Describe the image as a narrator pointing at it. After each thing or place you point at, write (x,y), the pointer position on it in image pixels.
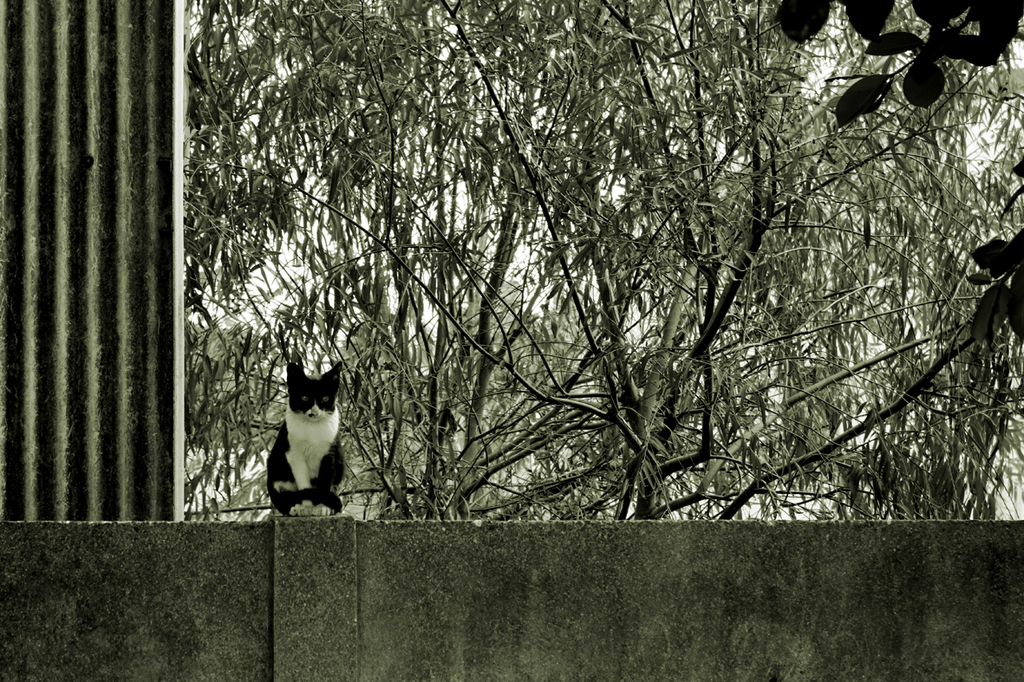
In this image there is a cat (287,502) sitting on the wall (294,538). Behind the wall (556,529) there are few trees (771,223) having few branches (798,332) with the leaves (650,228).
